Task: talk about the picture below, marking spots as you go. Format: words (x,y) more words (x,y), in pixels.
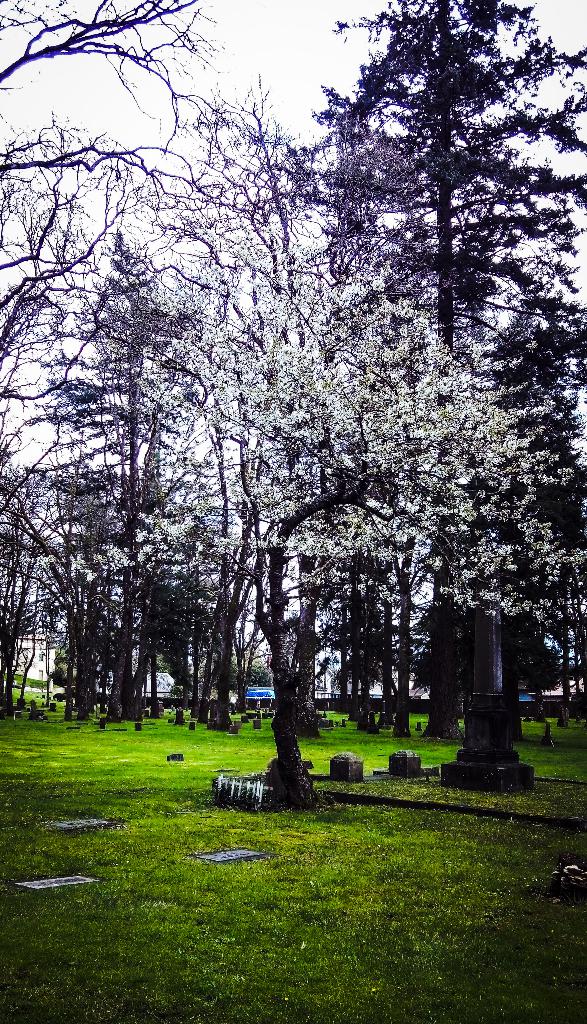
At the bottom of the picture (331,885), we see the grass (294,906). In the middle (361,678), we see the trees (415,548) and the graves (397,770). There are trees (191,703), graves (519,768) and buildings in the background (446,682). At the top (225,108), we see the sky (291,66).
